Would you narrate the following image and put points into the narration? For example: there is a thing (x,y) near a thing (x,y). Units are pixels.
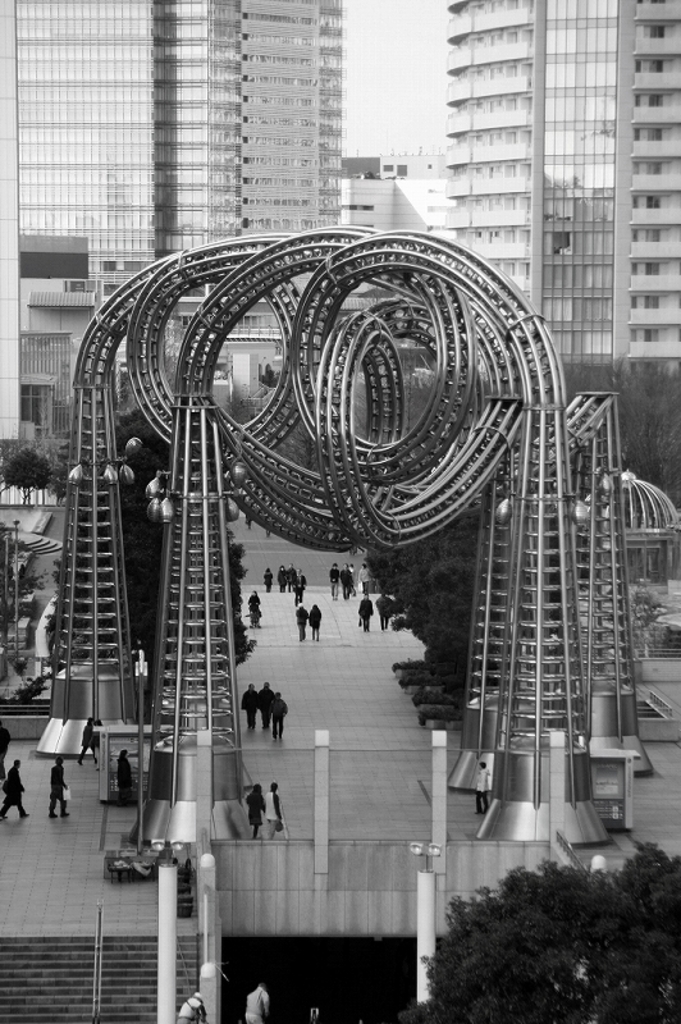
In the middle (364,620) few people (273,806) are walking, there is an structure (380,535). There are buildings (339,168) at the backside of an image (382,164).
